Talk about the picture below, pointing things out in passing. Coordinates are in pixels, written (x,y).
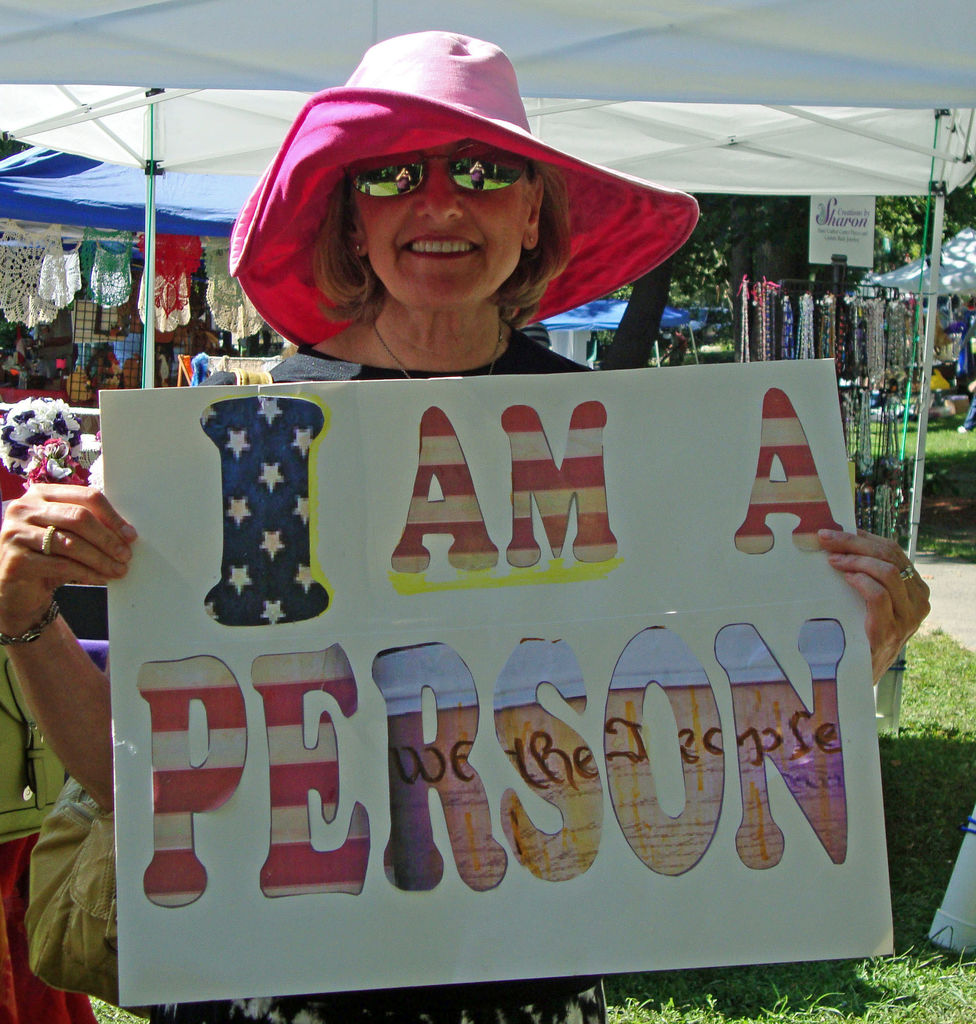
In this image, there is an old woman (298,1016) standing and she is holding a white color poster (784,596), on that poster (772,594) I AM A PERSON is printed, she is wearing a pink color hat (419,123), in the background (54,165) there is a tent (532,111), there is green grass (732,997) on the ground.
